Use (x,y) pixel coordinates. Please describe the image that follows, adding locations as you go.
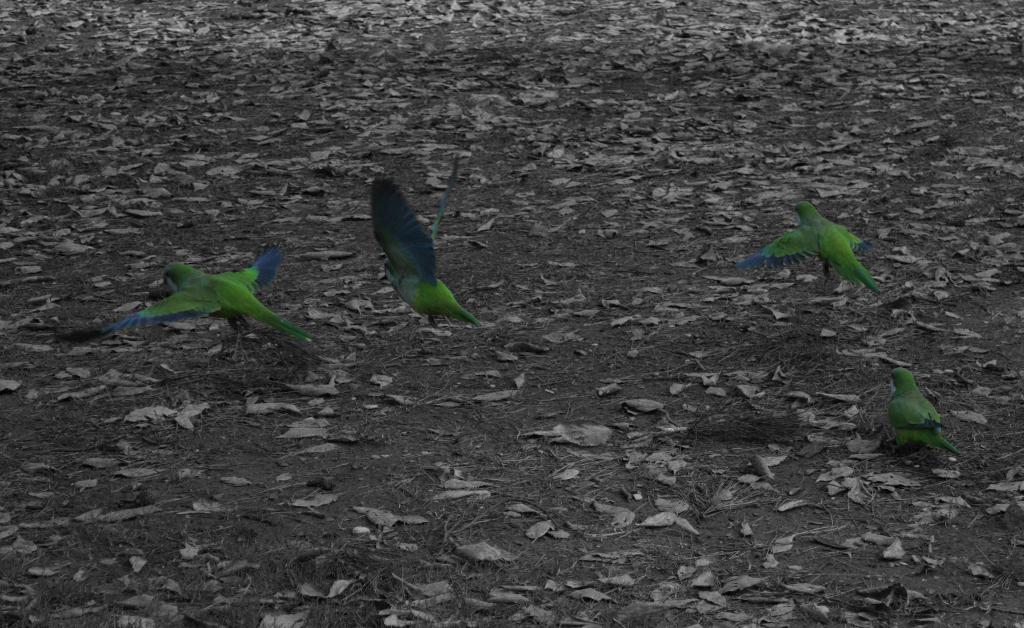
There are four green color parrots (219,281). Three of them are flying in the air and the remaining one is standing on the ground (567,463), on which, there are dry leaves (709,576).
